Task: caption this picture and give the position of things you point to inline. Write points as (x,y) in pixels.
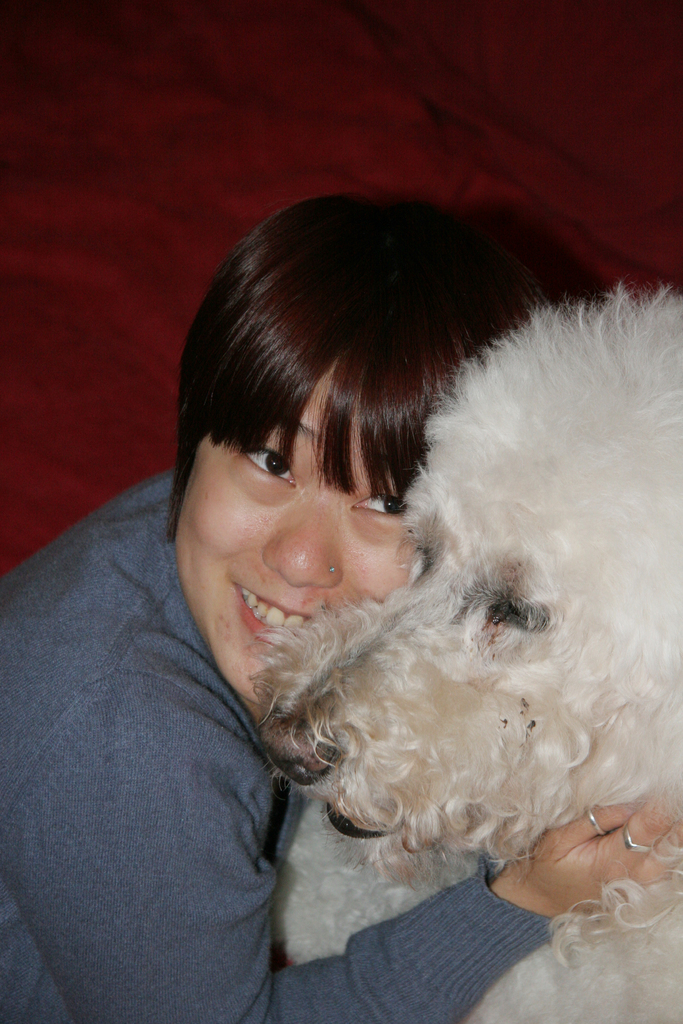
In this image a woman (278,482) is smiling and holding a pet (538,689) in her arms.
